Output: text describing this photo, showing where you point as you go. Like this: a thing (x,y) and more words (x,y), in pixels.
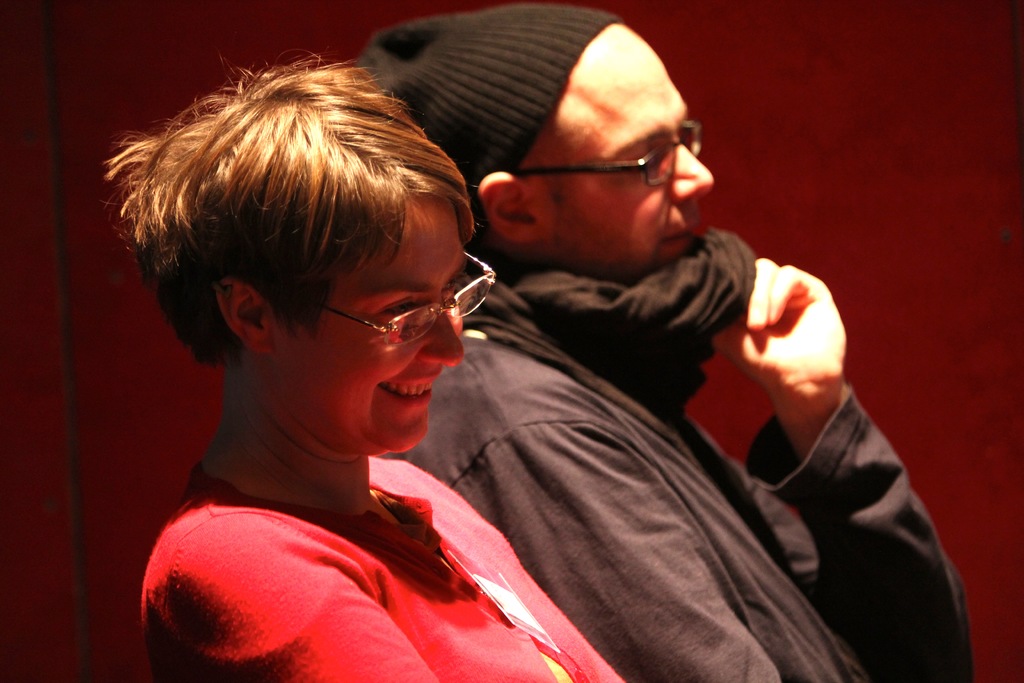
In this image we can see two persons (478,293). One woman (436,318) is wearing red t shirt (464,609) and spectacle (413,330). One person (573,203) is wearing a cap (527,72).
